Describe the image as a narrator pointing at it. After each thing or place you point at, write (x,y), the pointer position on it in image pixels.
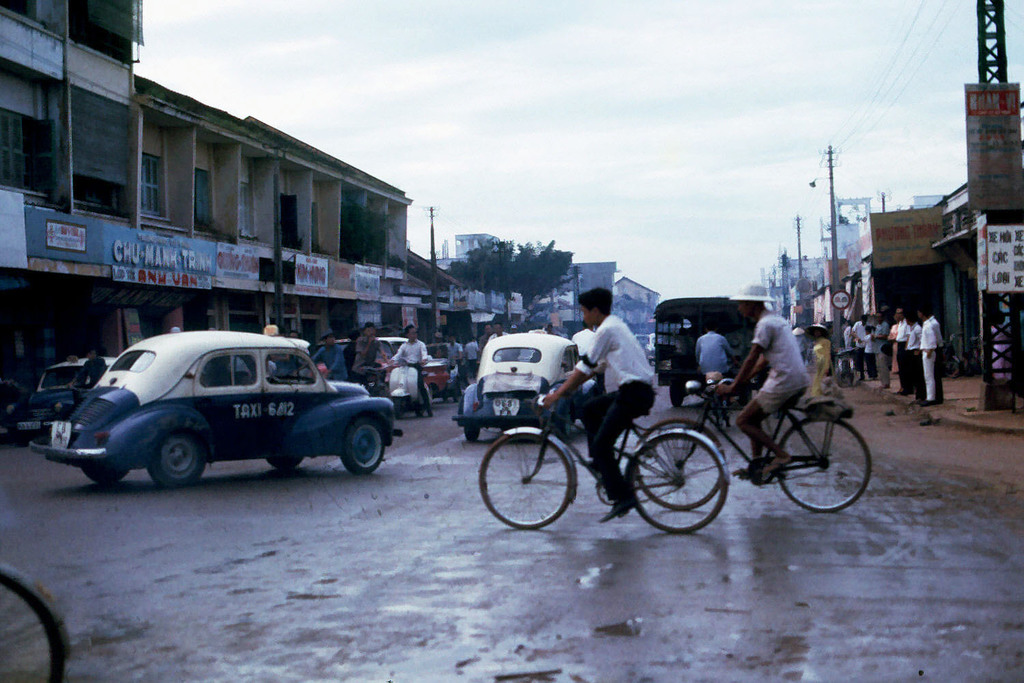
In this image there is a road (349,489) and we can see vehicles (290,396) on the road (610,528). There are people (859,335). We can see people (611,430) riding bicycles (650,428). In the background (331,256) there are buildings (193,187), poles (574,288), trees (527,266), boards (483,293) and sky (528,35).
